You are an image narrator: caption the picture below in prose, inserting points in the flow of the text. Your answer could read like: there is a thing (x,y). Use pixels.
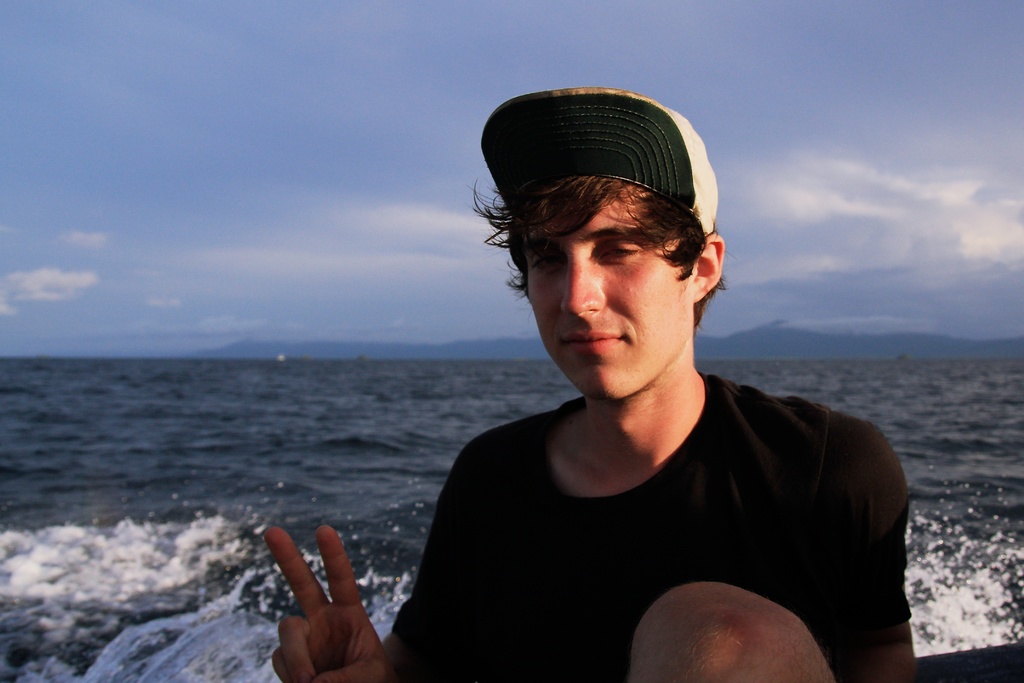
In this image, we can see a man (564,469) showing his fingers (274,531) and in the background (269,382), there is water (313,482).
